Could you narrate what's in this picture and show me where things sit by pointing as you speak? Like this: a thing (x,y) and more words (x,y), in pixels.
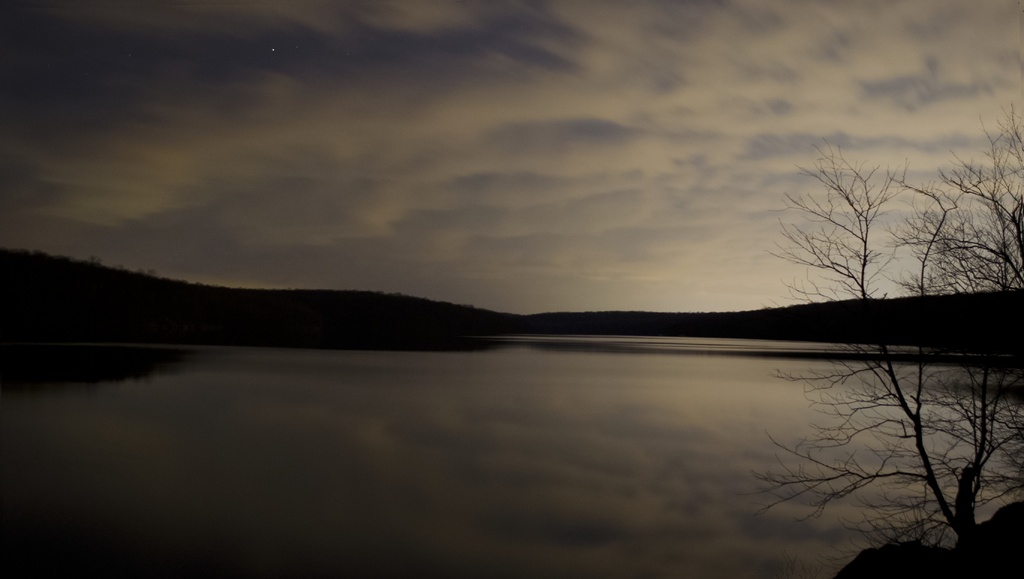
In this image we can see water (641,360) and on the right side (861,189) there is a bare tree (939,525). In the background (97,324) the image is dark and it is not clear to describe but we can see clouds (428,231) in the sky (259,113).
